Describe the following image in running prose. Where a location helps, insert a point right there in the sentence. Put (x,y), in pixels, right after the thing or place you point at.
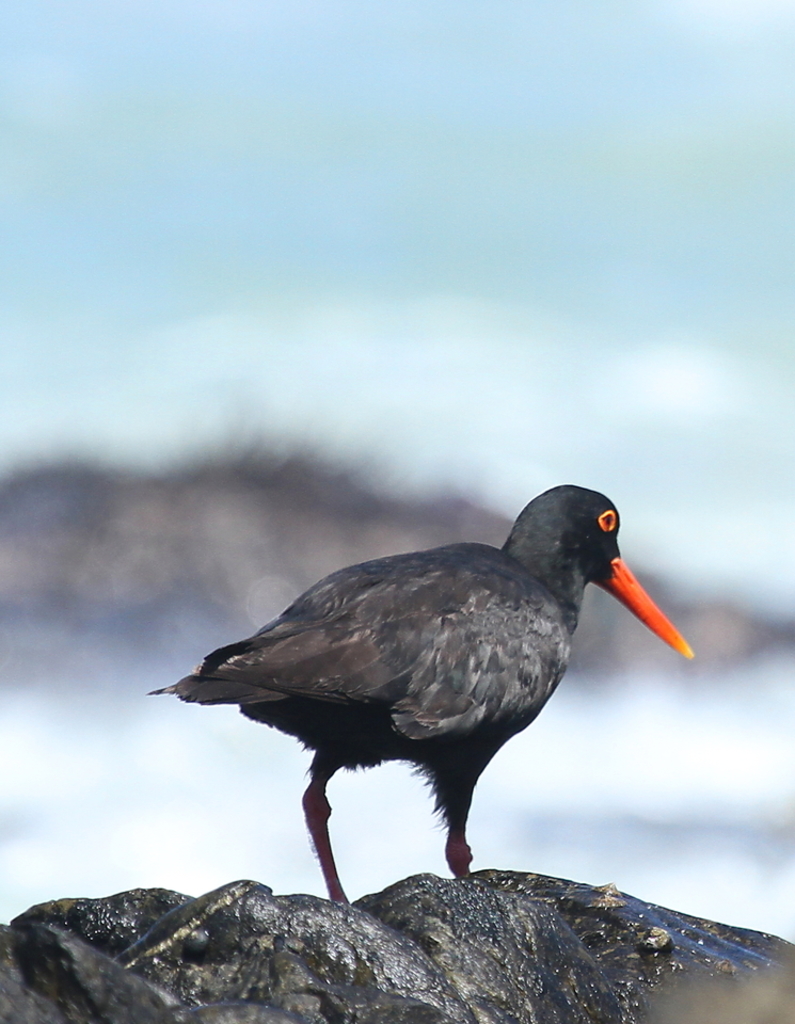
This is a zoomed in picture which is clicked outside the city. In the foreground (378,693) there is a bird (554,648) standing on the rock (350,971). In the background (767,830) we can see the sky (402,136) and some other objects (334,472). The background of the image (656,237) is blurry.
